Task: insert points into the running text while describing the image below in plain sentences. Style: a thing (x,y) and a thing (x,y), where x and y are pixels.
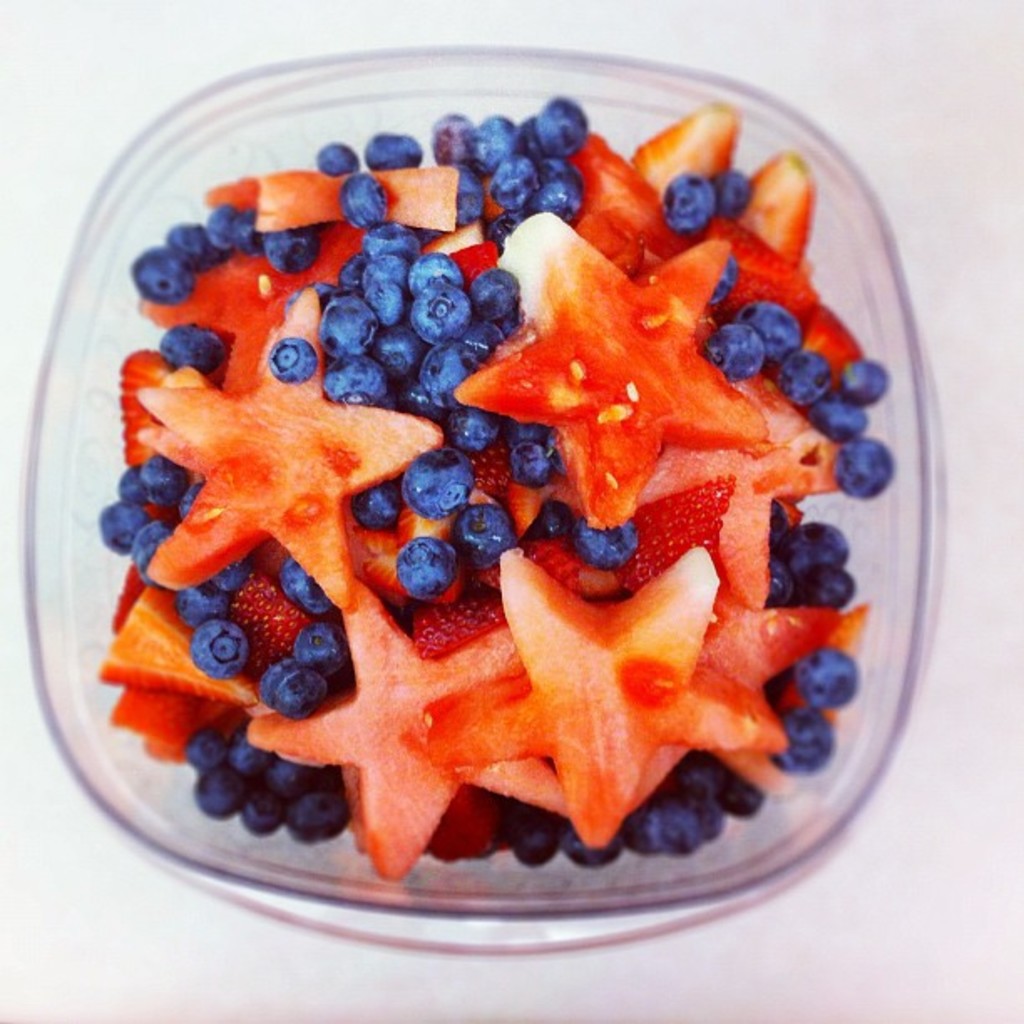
In this image I can see a bowl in which fruits (354,450) are there may be kept on the table (927,709). This image is taken may be in a room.
